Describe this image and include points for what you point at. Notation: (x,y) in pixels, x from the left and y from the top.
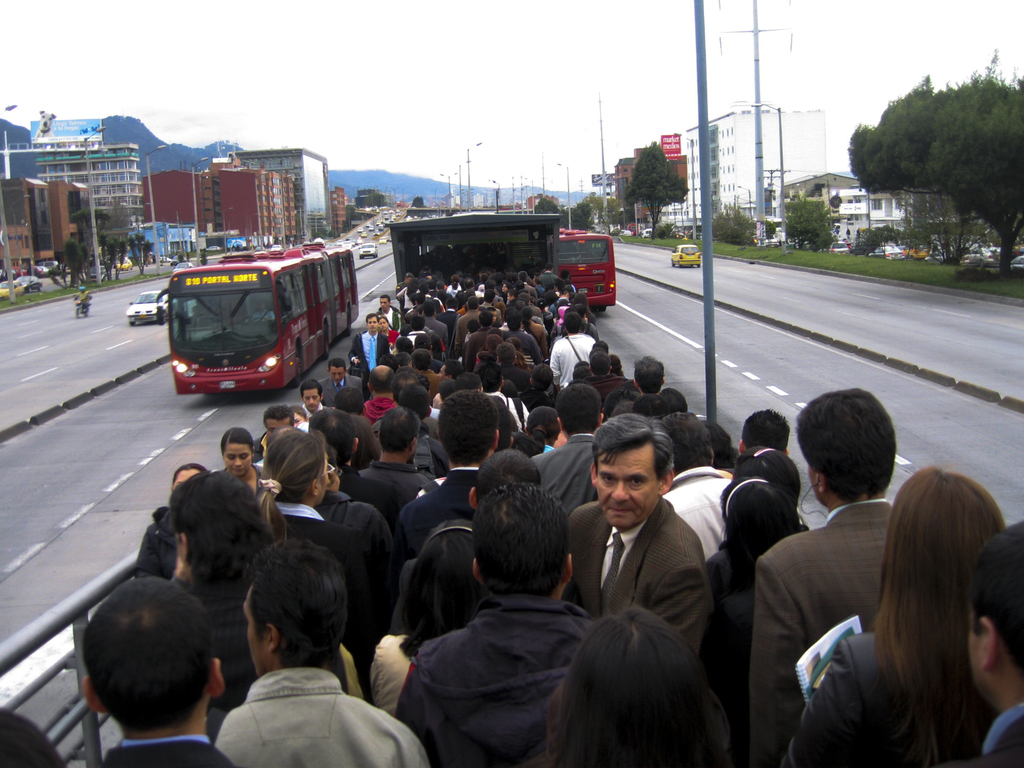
In this image we can see so many people (564,511). In the background (1021,168), we can see buildings (776,197), trees (990,199), poles (450,186), grassy land (799,257) and vehicles (332,273) on the road (715,276). At the top of the image (401,73), we can see the sky (442,61). We can see a railing (84,593) in the left bottom of the image (35,692).
